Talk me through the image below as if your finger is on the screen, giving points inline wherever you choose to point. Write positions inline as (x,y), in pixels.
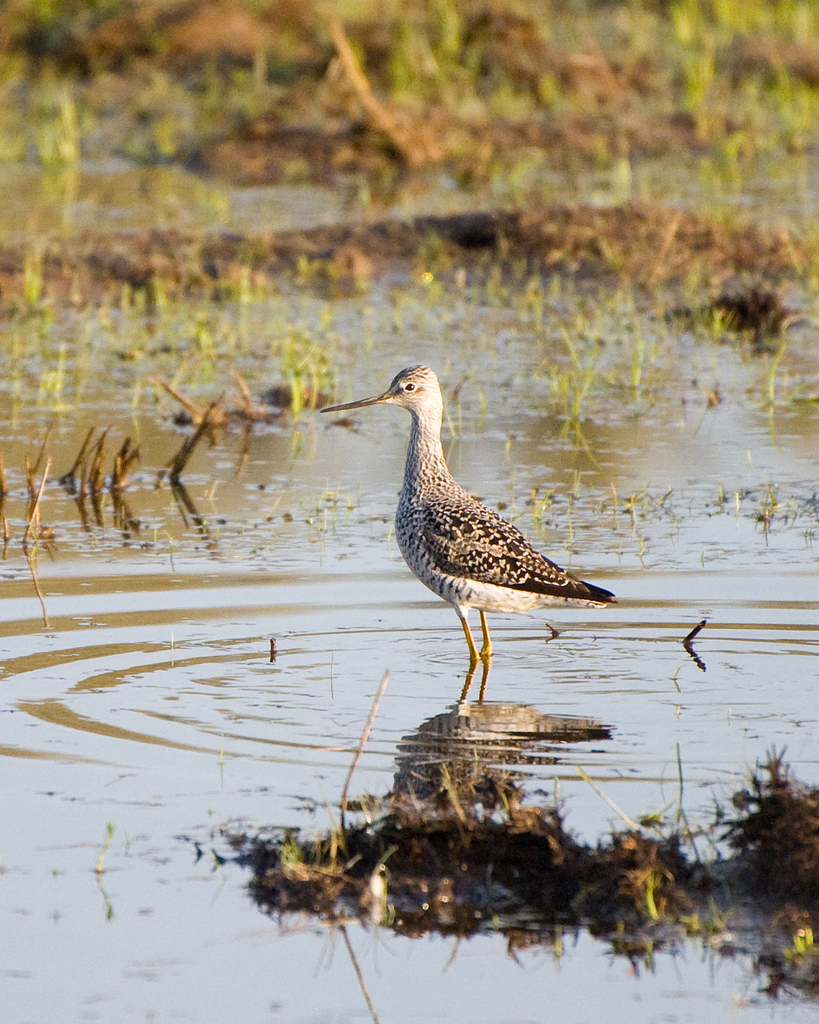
In the picture I can see a bird (464,535) is standing in the water (423,613). In the background (332,391) I can see the grass (293,385). The background of the image (628,351) is blurred.
